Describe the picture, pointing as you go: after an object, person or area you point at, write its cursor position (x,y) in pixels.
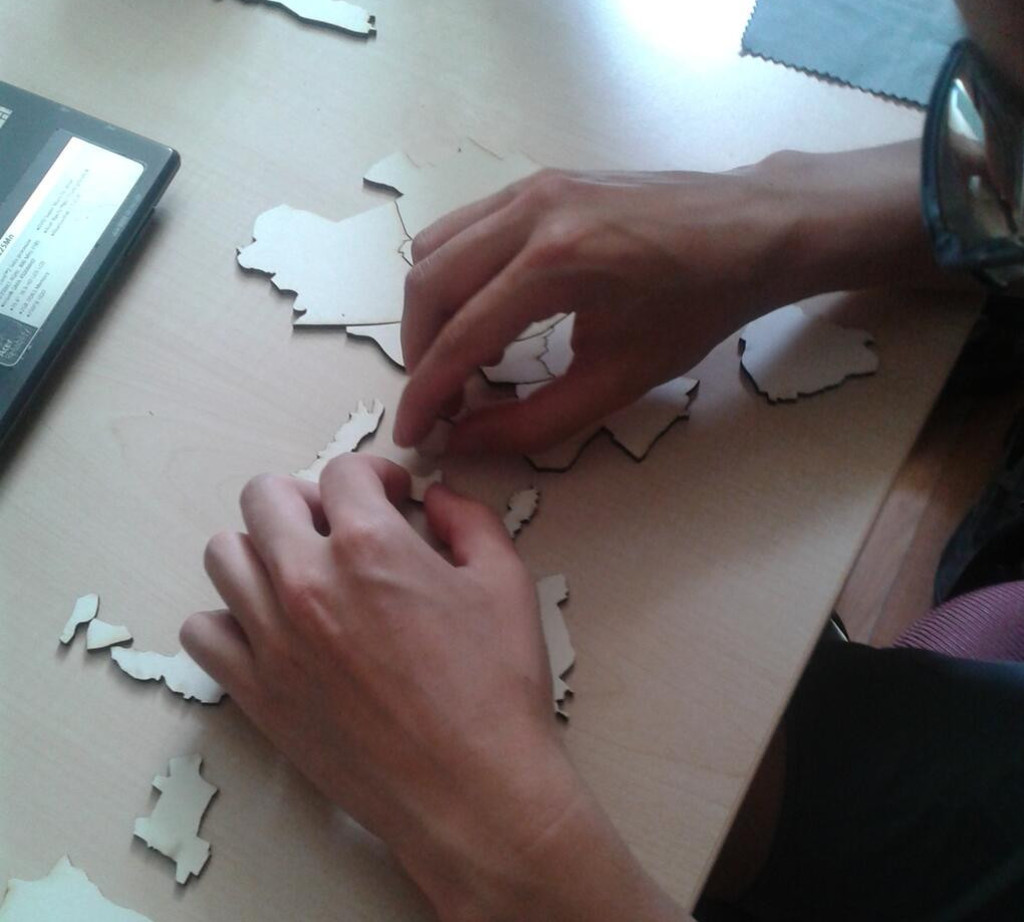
In this picture we can see hands (445,497) of a person (502,578) solving puzzle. Here we can see a cloth (913,52) and an object (16,286) on a wooden platform (714,519).
